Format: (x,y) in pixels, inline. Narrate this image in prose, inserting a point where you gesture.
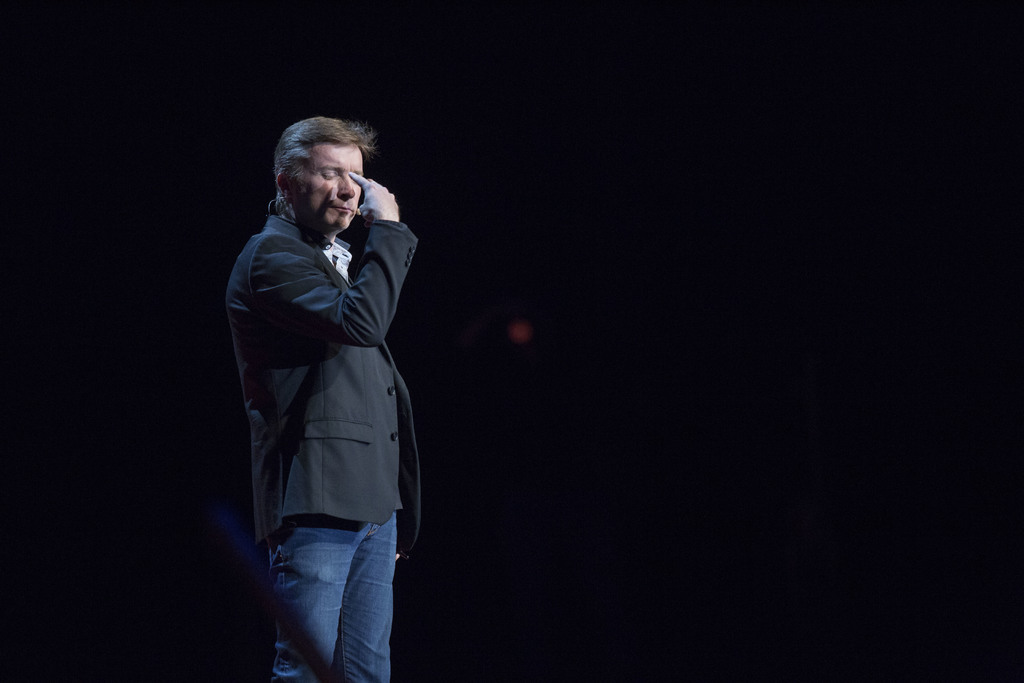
In this image I can see a person (274,408) wearing black blazer (314,452) and blue jeans (302,546) is standing and I can see the black background (90,100).
